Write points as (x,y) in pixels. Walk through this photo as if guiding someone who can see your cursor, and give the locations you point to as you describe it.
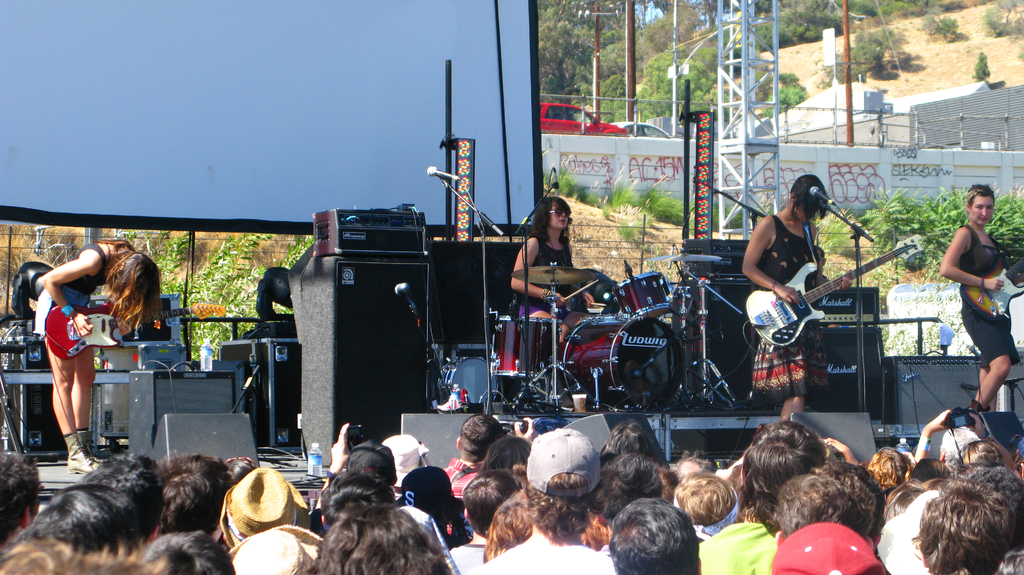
In this image, we can see few peoples (82,354) are playing a musical instruments (91,340). They are on the stage (518,406) and few items (504,257) are placed on the stage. Background (573,123), we can see vehicles (647,131), poles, pillars (766,128), fencing (679,132) and trees (560,52), plants (899,266). On left side (215,148) we can see a screen (174,120). At the bottom of the image (19,481), we can see human heads (414,472). Few are wearing cap (598,466), hats (286,557) on his heads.
